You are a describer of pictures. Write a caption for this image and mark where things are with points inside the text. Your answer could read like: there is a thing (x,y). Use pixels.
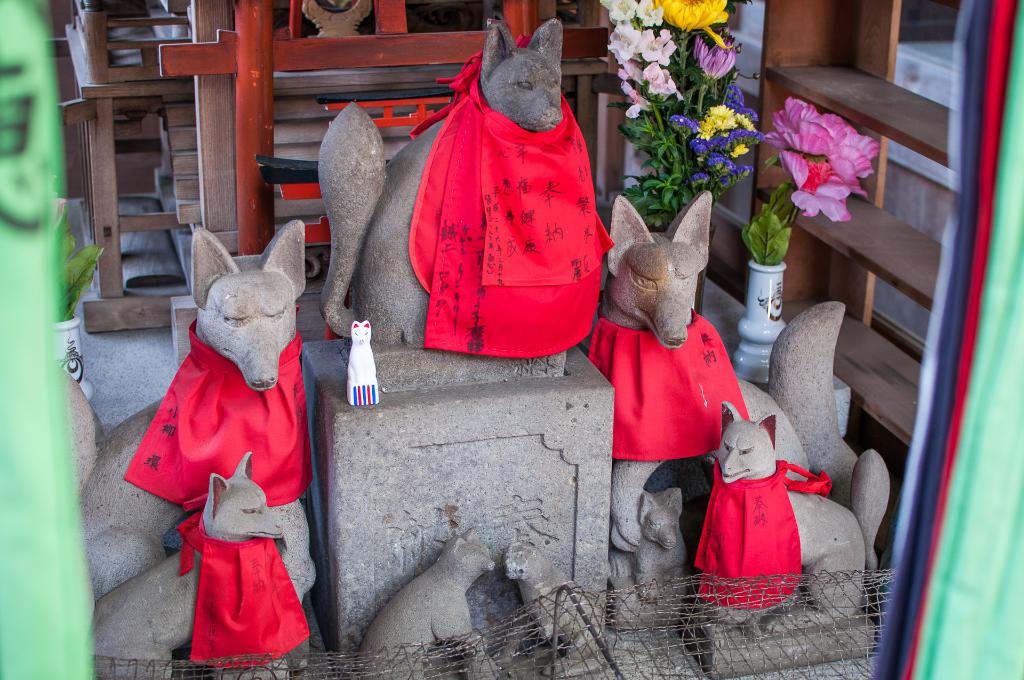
In the image in the center (620,246) we can see sculptures (748,445), clothes (482,176), vases (777,323), flowers (697,11) etc. In the background (332,109) we can see racks (853,61), tables (105,86) and few other objects (335,22).
